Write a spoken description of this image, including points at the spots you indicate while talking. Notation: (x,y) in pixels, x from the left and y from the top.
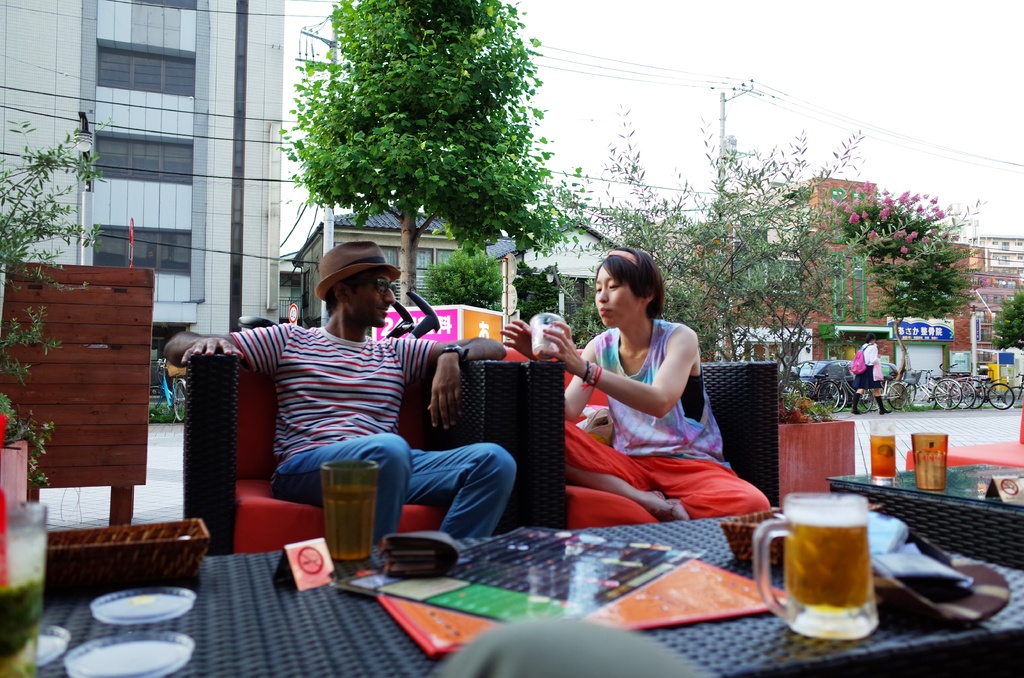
In a given image we can see that, there are two persons (433,390) sitting on a sofa chair (508,382). Right side (686,399) is a woman (620,401) and left side (330,364) is man (313,372). In front of them there is a table (534,583) on which a beer mug (828,575) is kept. Back of them there is a big tree (416,107) and building (253,130) and sky (749,71) which is in white color.
